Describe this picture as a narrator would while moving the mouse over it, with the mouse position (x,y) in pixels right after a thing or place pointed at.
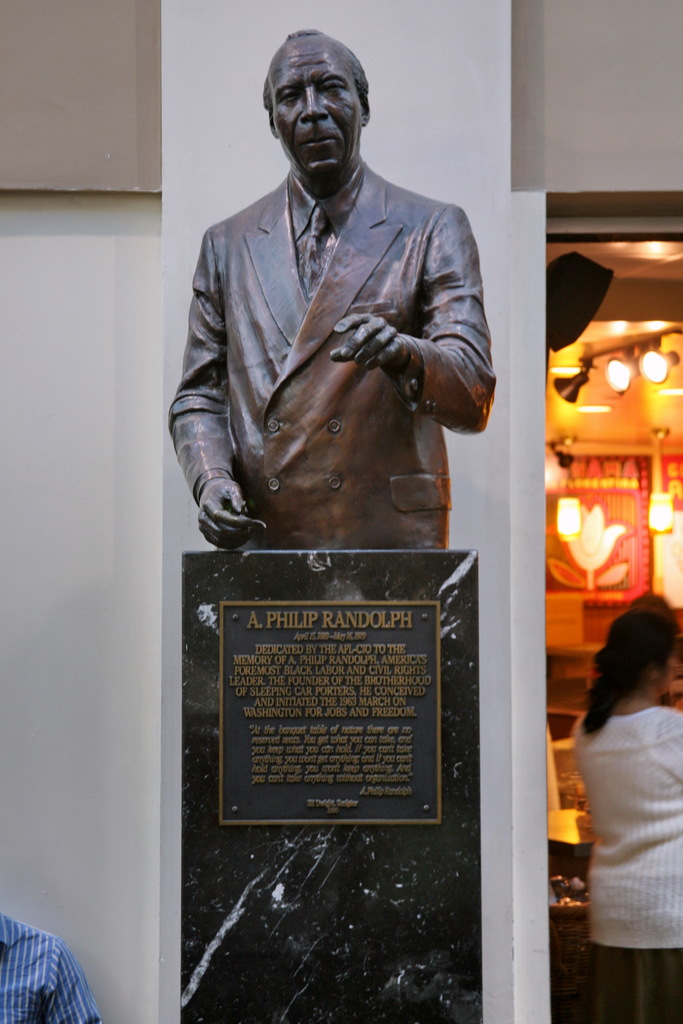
In this image there is a statue (328,530), under the statue (326,538) there is some text (344,782), in the background (137,377) there is a wall (491,858), on the right side (646,918) there is a woman (643,832) standing and there are few objects (581,566), on the bottom left (48,963) there is a person (34,968).
